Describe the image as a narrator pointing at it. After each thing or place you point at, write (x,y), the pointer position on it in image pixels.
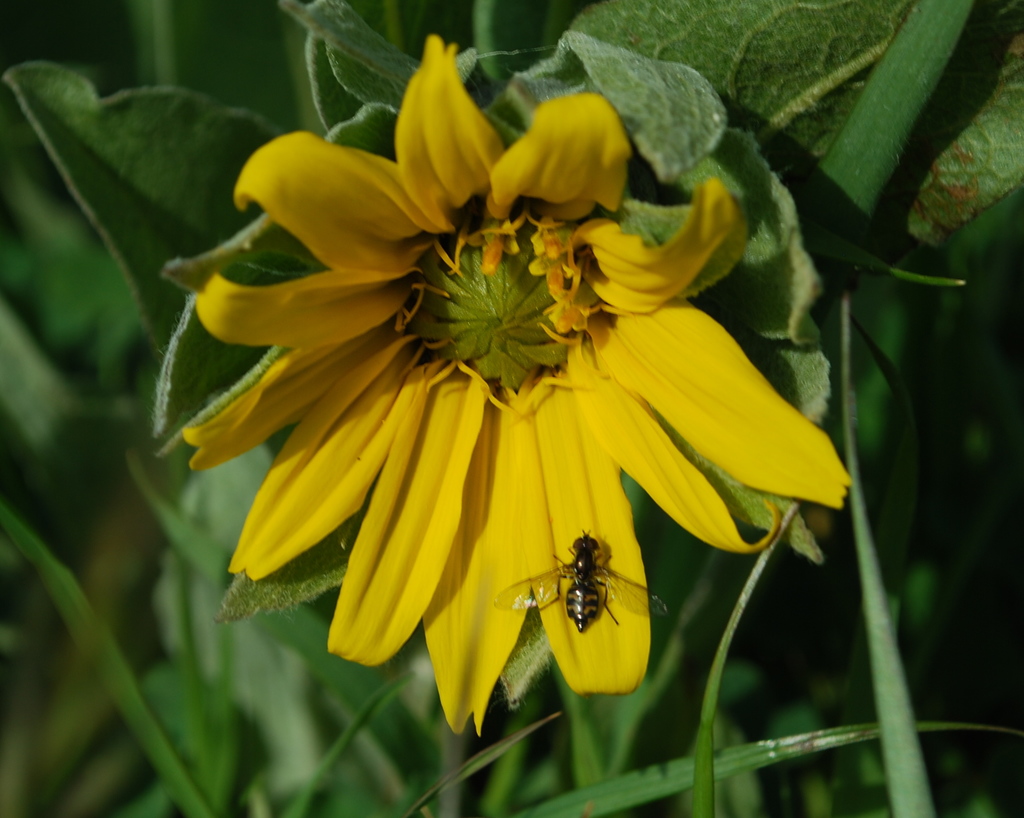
In the middle of this image (673,403), there is a yellow color flower (669,391) of a plant (628,202). On this flower (580,533), there is an insect (590,612). And the background (215,728) is blurred.
